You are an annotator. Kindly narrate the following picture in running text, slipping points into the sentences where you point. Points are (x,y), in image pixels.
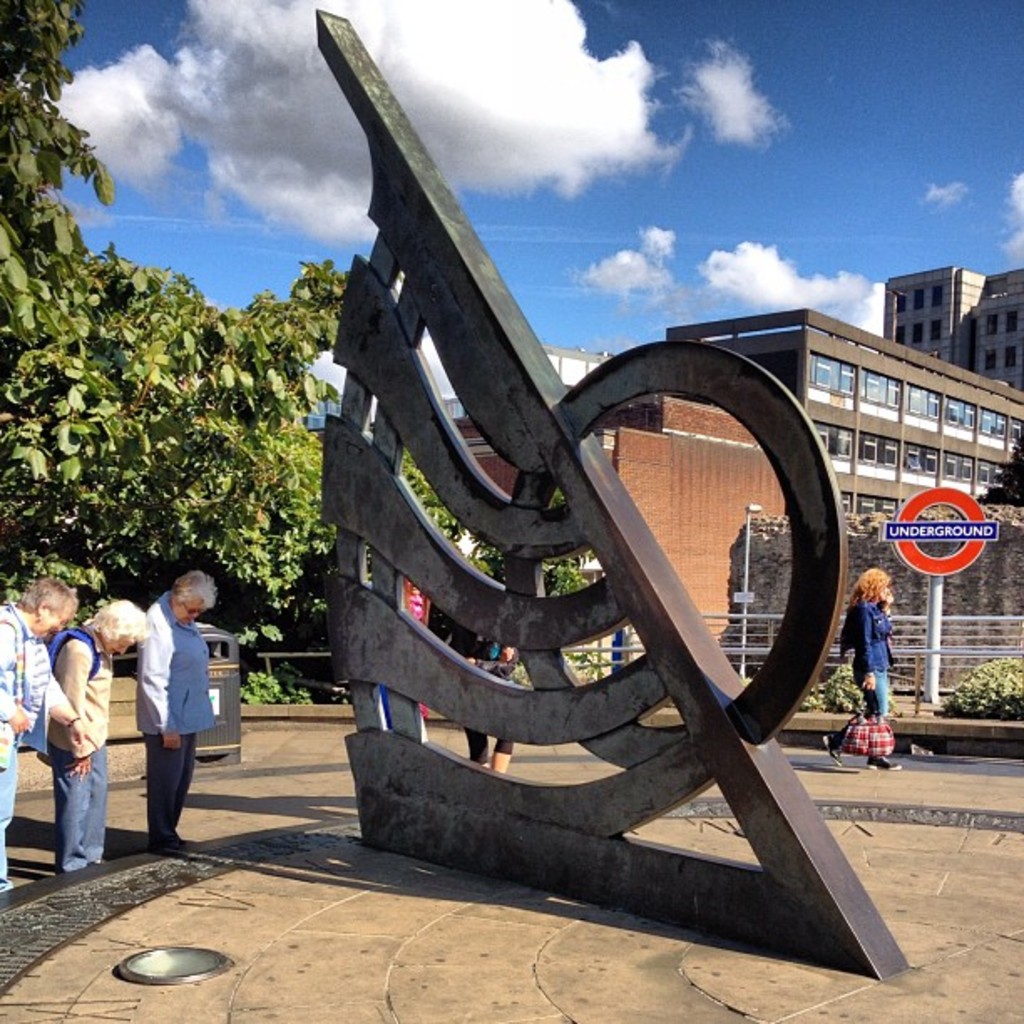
This image is taken outdoors. At the top of the image (206,129) there is a sky (505,146) with clouds (154,119). In the background (973,388) there are a few buildings (749,468), a pole (745,634) with a street light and a signboard (917,551) and there are a few trees (195,456) and plants (970,679). There is a railing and a dustbin (240,697). A woman (845,742) is walking on the floor (970,771). On the left side of the image (15,742) two women (145,679) and a man (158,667) are standing on the floor (166,899). In the middle of the image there is a clock (105,916) on the floor (887,1002). In the middle of the image (424,632) there is an architecture (440,208) as a clock arrow (414,782).
